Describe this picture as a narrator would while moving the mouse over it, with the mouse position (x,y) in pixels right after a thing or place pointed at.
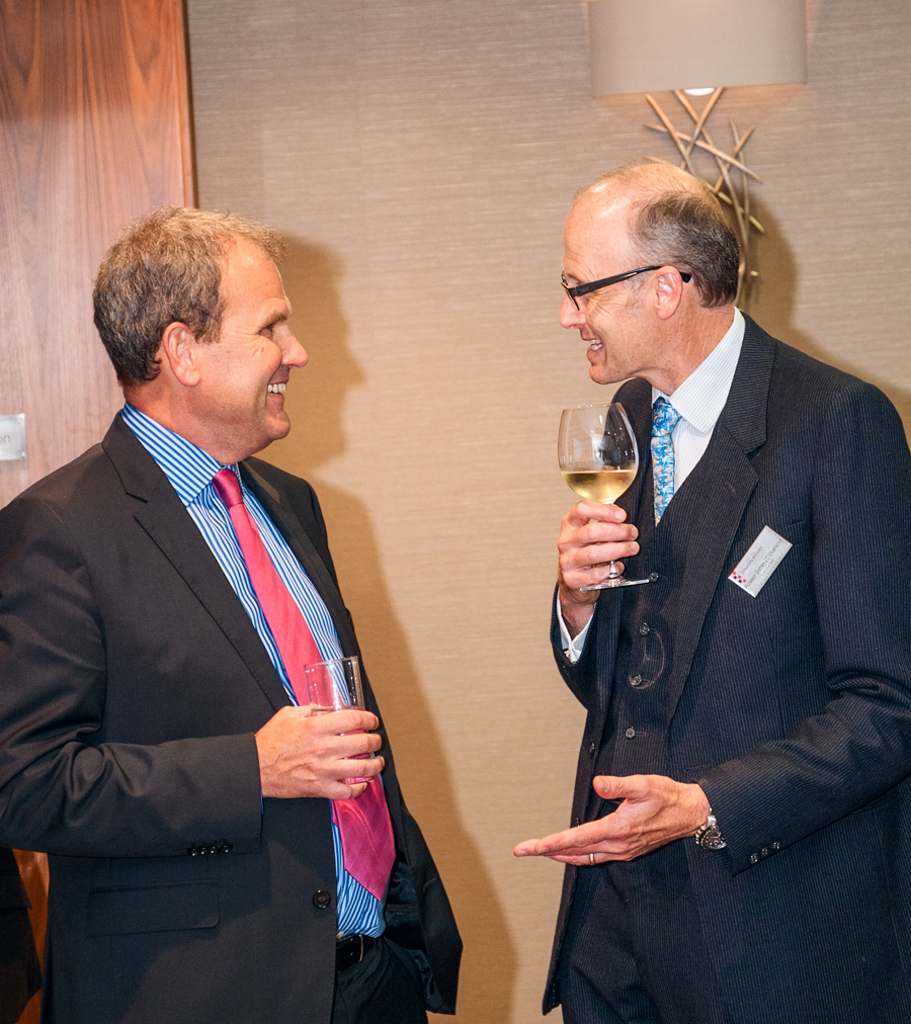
Here we can see two old men (141,448) holding glasses (585,438) of wine (611,497) speaking to each other and on the right top (687,1) we can see a lamp (693,91) present.
